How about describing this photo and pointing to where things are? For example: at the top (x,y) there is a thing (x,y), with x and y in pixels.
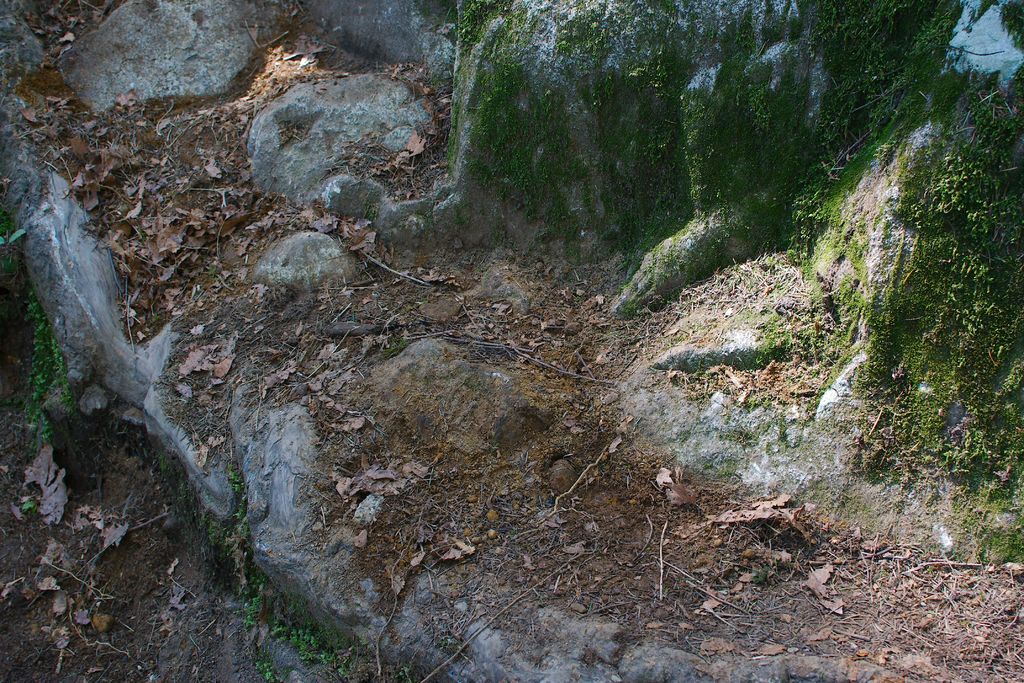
In this image we can see there are rocks (519,155) on the ground (547,362) and there are leaves (551,322) and grass (252,599).
